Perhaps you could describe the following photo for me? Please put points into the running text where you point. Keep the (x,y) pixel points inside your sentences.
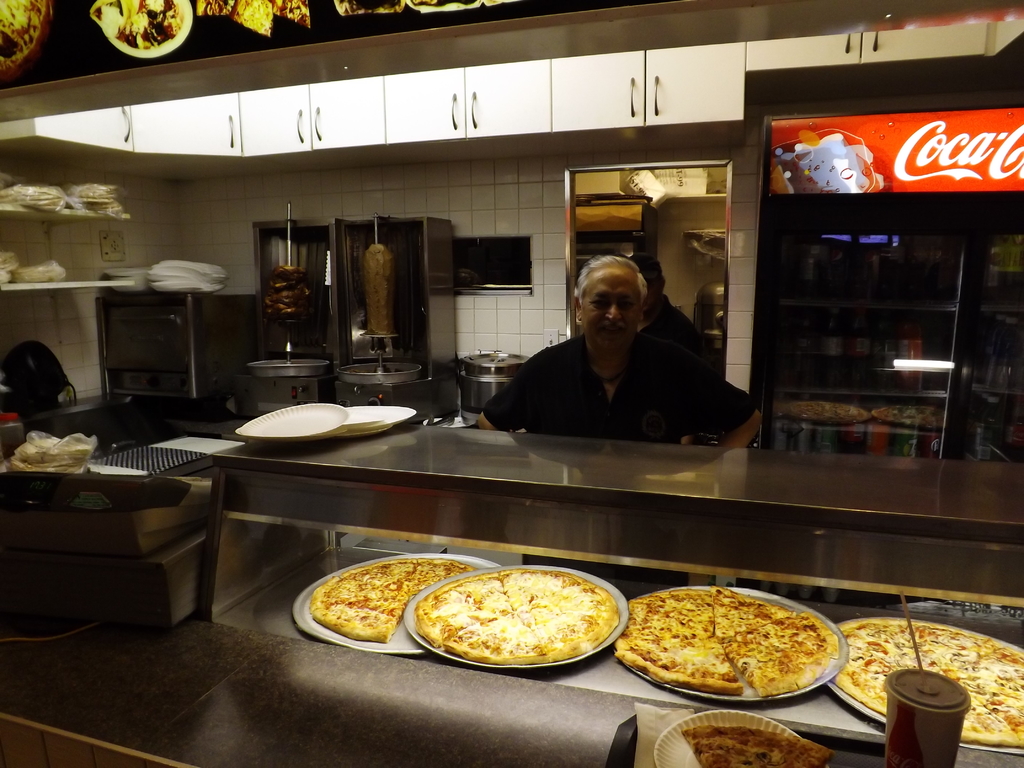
In this picture we can see pizzas (588,596) in the plates (748,718) and a cup (928,747) and we can see a man (581,363) in front of the table (650,465), besides to him we can see a refrigerator (890,324), behind to him we can see some machine equipments (314,296) and plates (150,285).
